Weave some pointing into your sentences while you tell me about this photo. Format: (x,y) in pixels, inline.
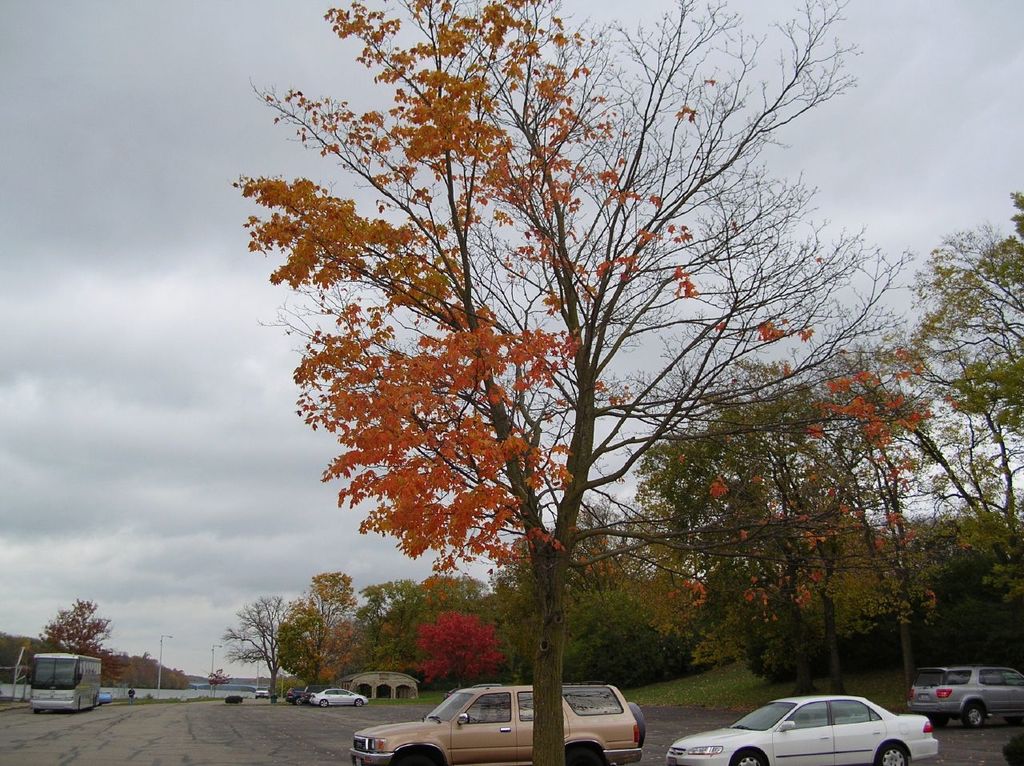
In this given image, We can see certain cars (260,688), a bus (80,677) which is parked after that, We can see the road (201,720) towards the right (826,578), We can see certain trees (918,551) next, We can see orange, yellow, pink color leaves (325,627), sky (225,646) next, We can see electrical poles (164,638) which include with lights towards left corner (104,626), We can see a tree (77,629).
